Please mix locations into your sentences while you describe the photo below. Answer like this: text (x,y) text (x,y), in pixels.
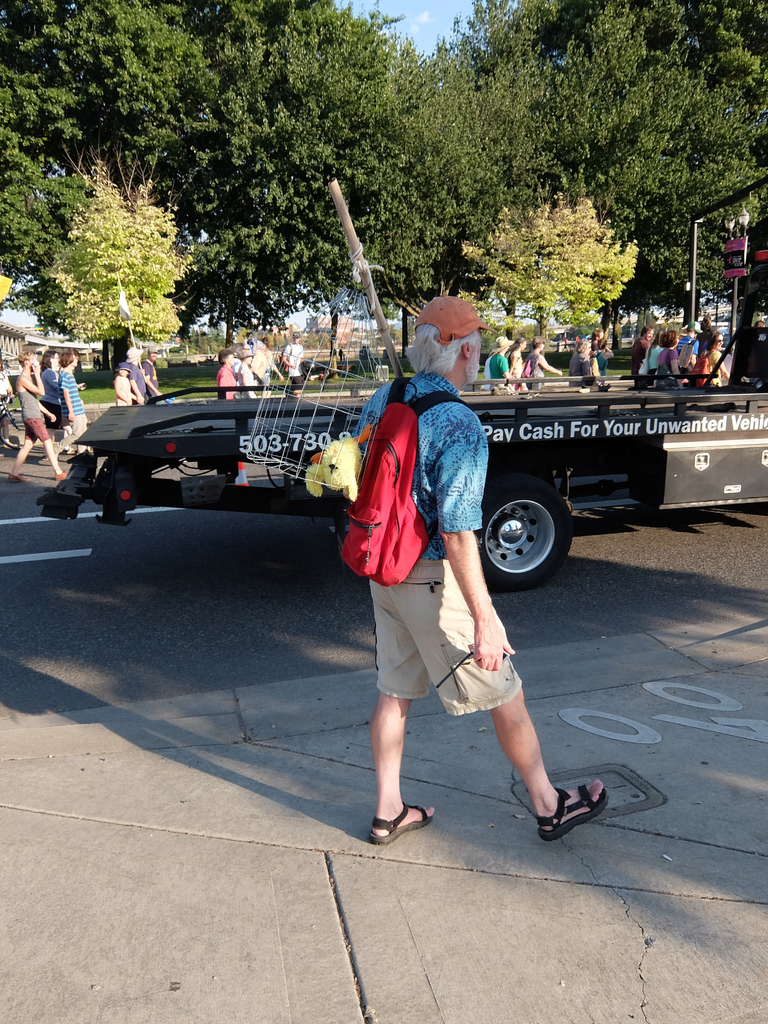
In the foreground of the picture (410,558) there is a person (385,801) walking on the footpath (231,744). In the center of the picture (261,351) there are people (47,410) walking down the road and there is a vehicle (732,471). In the background (423,276) there are trees (186,252), grass (192,373), buildings (328,317) and other objects (736,253). Sky (439,19) is sunny.
